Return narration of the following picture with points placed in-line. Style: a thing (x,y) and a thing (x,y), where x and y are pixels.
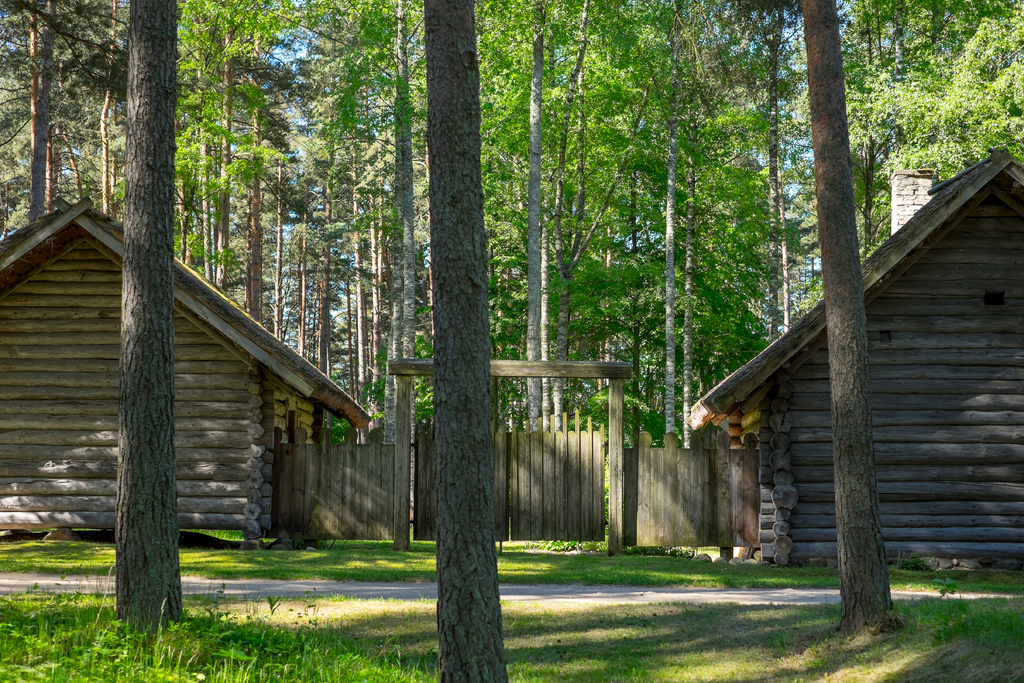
In the center of the image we can see a houses (114,444) are present. In the background of the image (399,188) a trees (599,143) are there. At the bottom of the image (599,569) road (563,598) and grass (231,652) are present.
